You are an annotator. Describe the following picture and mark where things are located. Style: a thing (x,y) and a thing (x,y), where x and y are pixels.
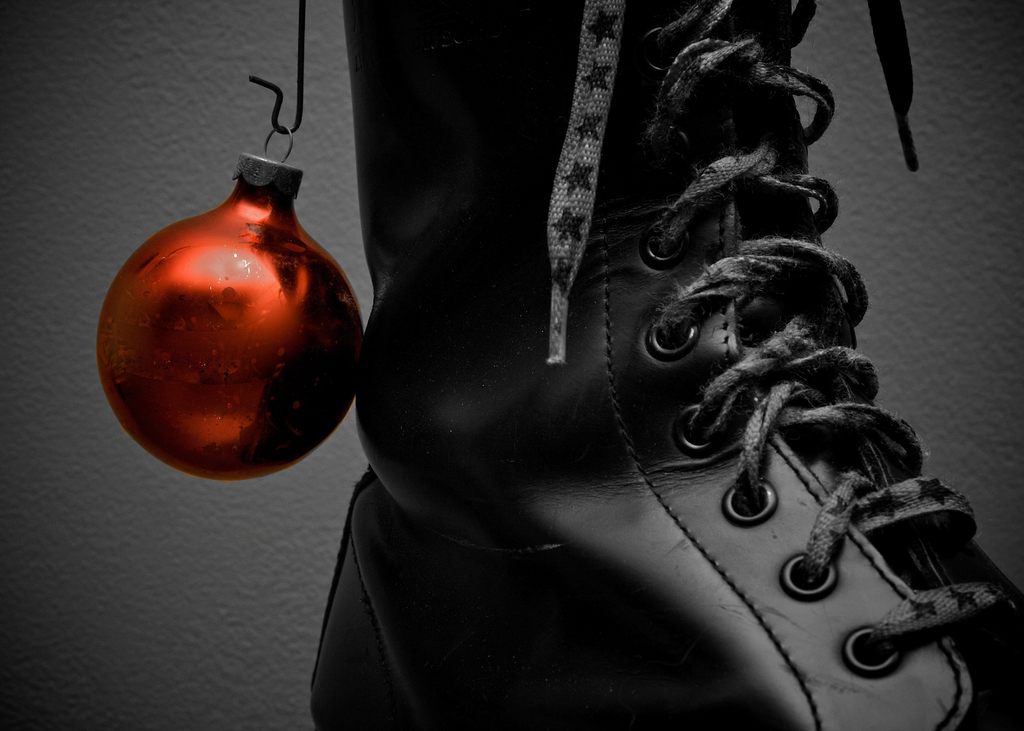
In this image we can see a shoe (592,293) and a ball (271,211) with ring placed on a hook (277,88).
